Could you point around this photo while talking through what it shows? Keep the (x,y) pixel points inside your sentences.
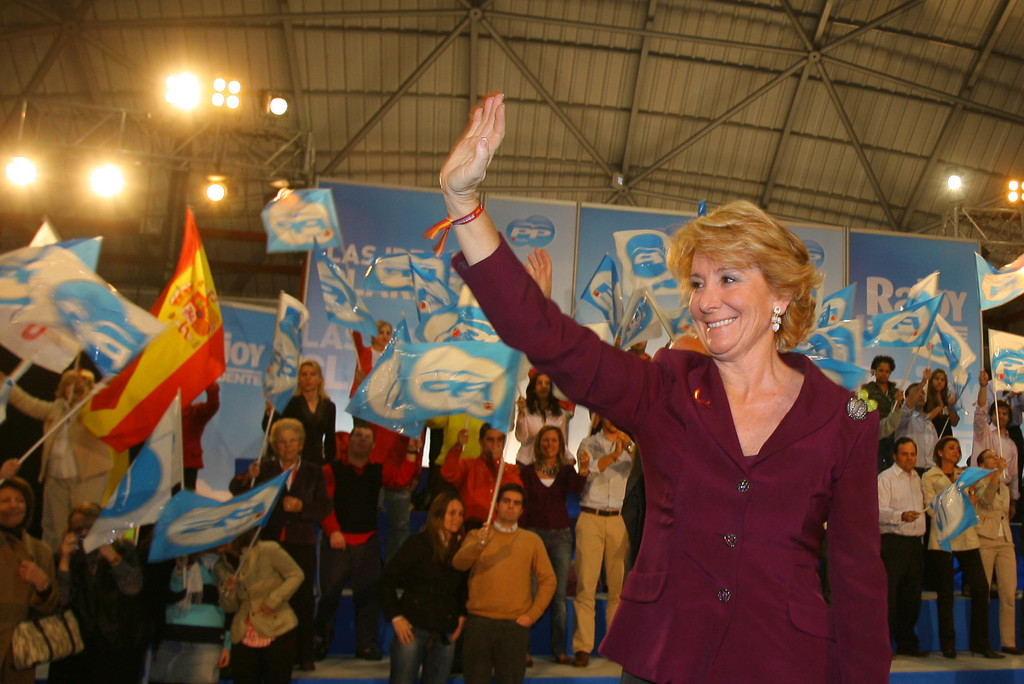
On the right side of the image (710,658) we can see a lady (668,562) standing. In the background (531,489) there are people (509,508) holding flags (106,350) in their hands (413,443). We can see boards (417,205). At the top (181,111) there are lights (164,99).
